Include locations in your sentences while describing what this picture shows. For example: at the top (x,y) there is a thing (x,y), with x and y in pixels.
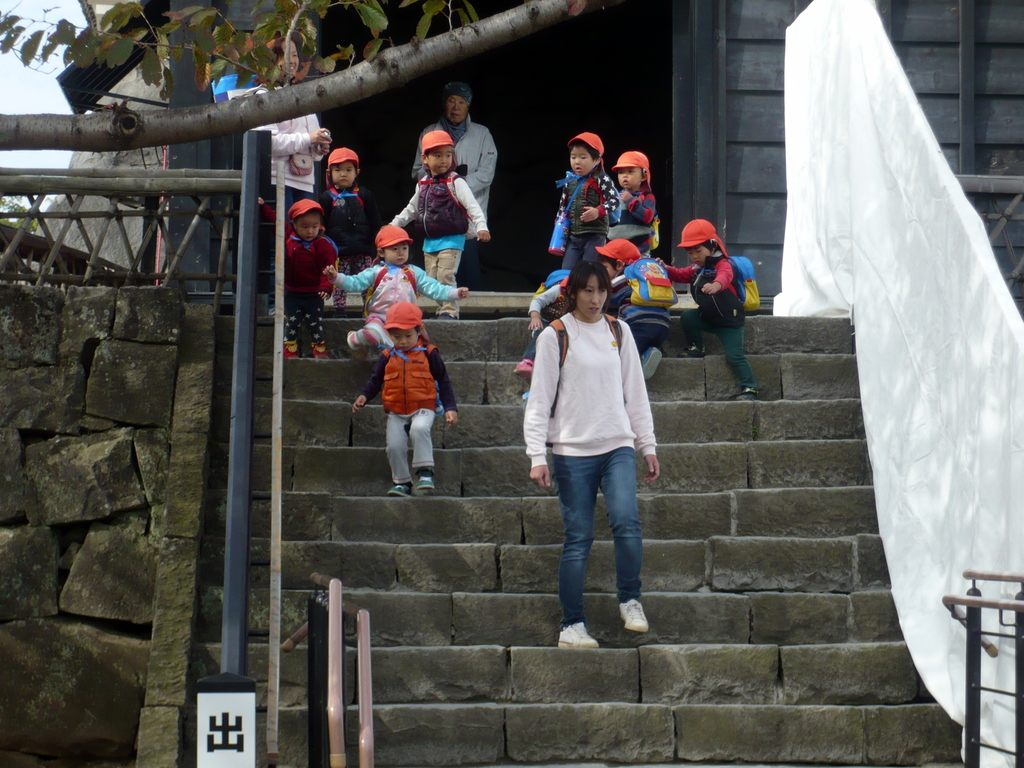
There is a woman (579,301) in the center of the image (635,418) on the stairs (498,505) and there are children (425,217) and a woman (457,171) behind her, there are stones (131,581), poles (243,500) and railing (331,586) on the left side (198,385) and there is a curtain (925,324) on the right side (968,357). There is a tree (120,48) and a roof (161,3) at the top side (128,75).
